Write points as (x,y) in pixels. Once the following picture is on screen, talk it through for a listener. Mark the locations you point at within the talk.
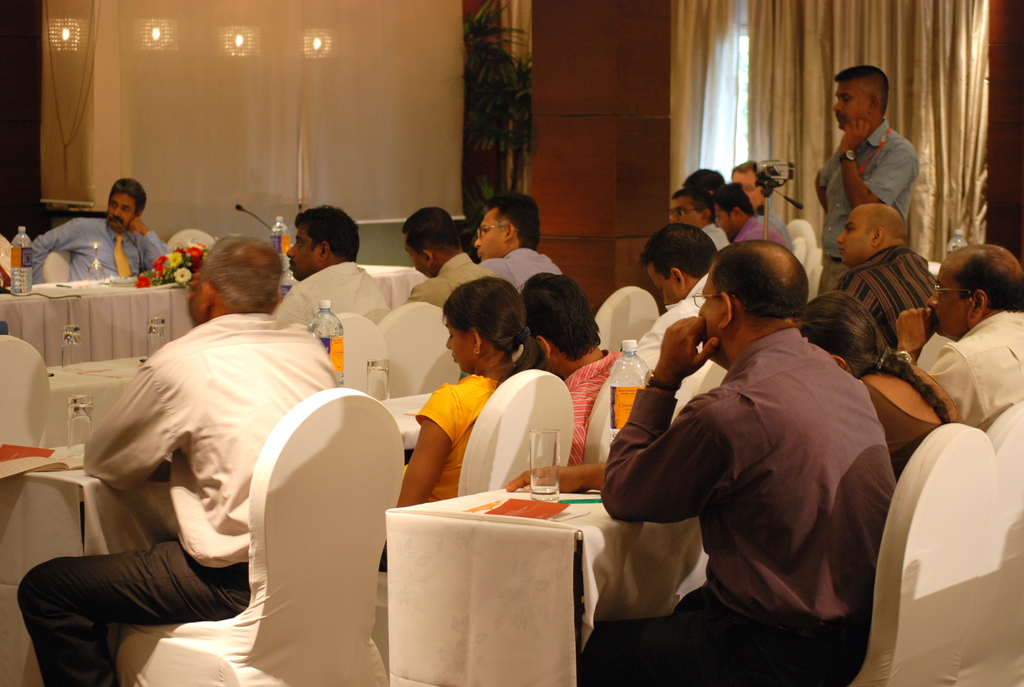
In this picture the group of people (768,347) are sitting on chair (337,444). The man (870,172) at the right side (878,142) is standing. There are curtains (226,95) in the background (155,95) with four spotlights (70,38), plant (492,88). At the right side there is a wall (601,67). On the table (102,407) there are glasses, bottles (24,284), flowers (185,283) and book (542,509).
